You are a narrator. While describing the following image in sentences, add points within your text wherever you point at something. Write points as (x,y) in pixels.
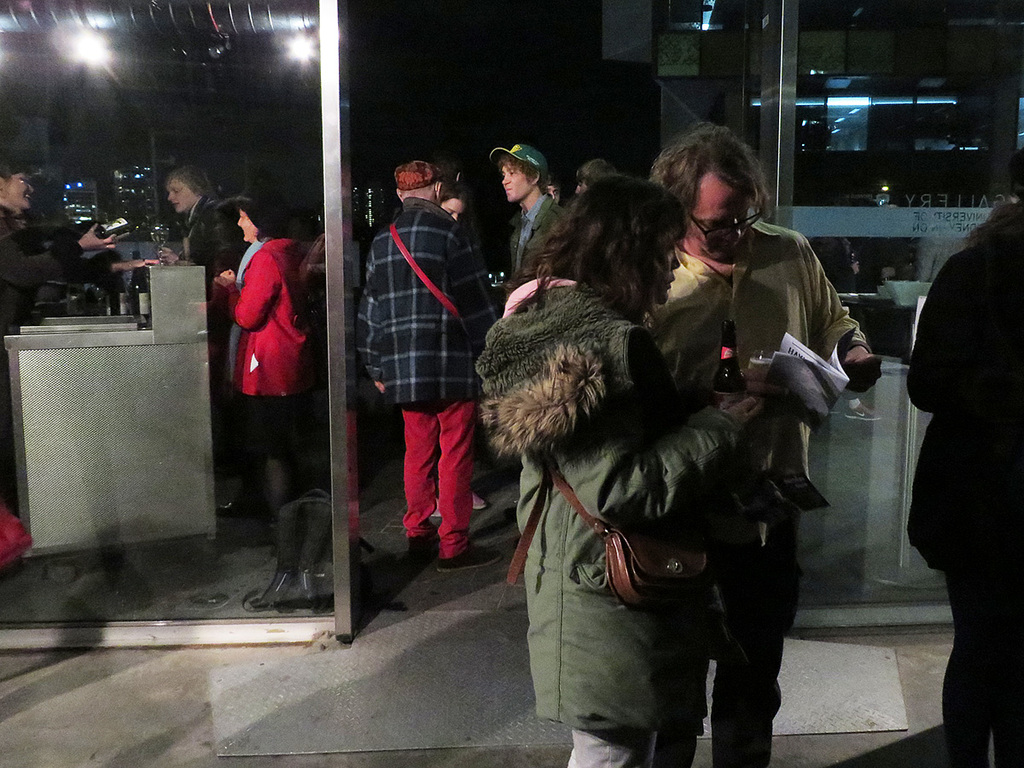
On the right side (687,326) two people (726,504) are wearing jackets (607,421), standing, holding a bottle (723,350) and papers (805,376) in the hands (774,379) and looking at the paper (792,360). At the back of these people (703,208) there are two glasses (220,274). Behind these few people (261,261) are standing. On the left side (115,378) there is a metal box (140,449). Few people (272,275) are standing on the both sides of it. In the background (923,99), I can see some buildings (681,100) in the dark. At the top (88,36) there are few lights (302,60).
